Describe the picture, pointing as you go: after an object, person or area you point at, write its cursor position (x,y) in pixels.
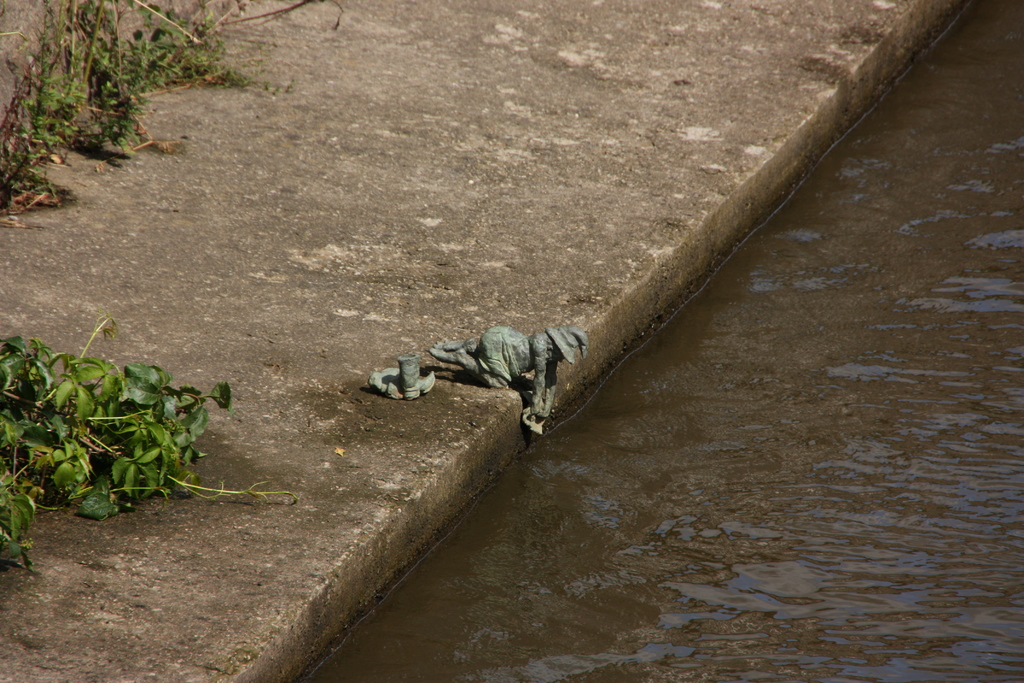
In this image we can see statues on the floor (354,411), creepers (67,408), plants (64,106) and water (785,372).
